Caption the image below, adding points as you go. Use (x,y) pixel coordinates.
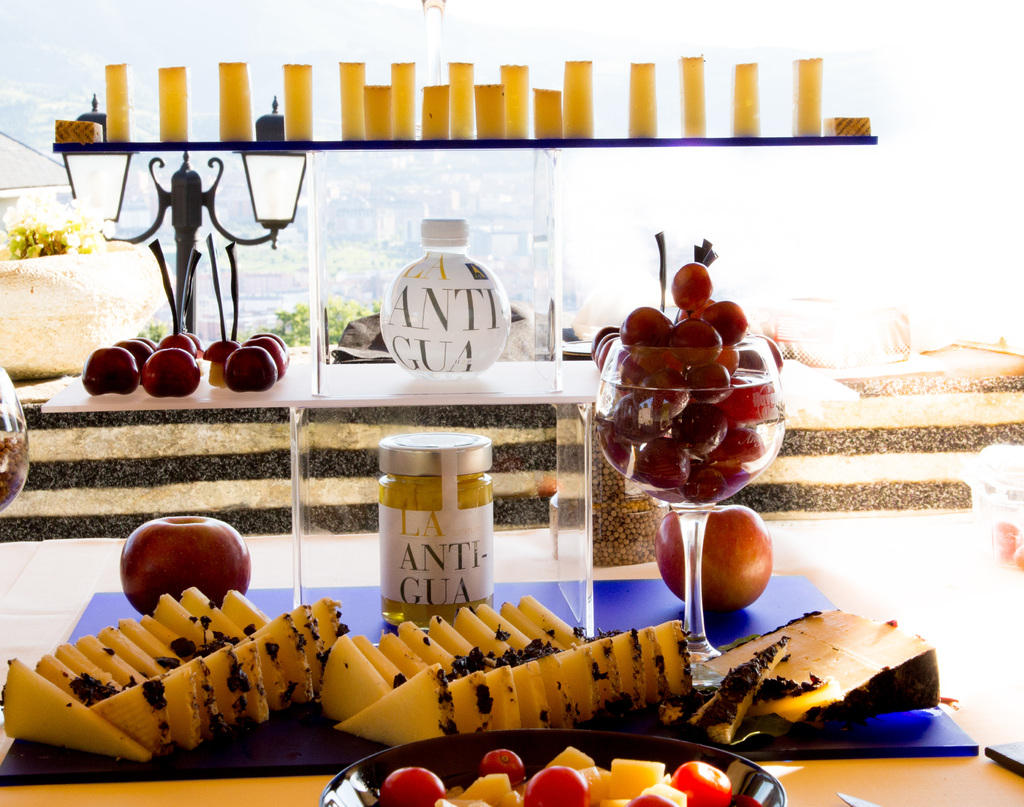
In this picture we can see glass (748,476), grapes (751,404), apples (739,510), bowl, cheese (634,84), and other food items (683,770) on the table (71,576). In the back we can see trees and buildings (245,219). On the left (16,252) there is a plant (75,250).
